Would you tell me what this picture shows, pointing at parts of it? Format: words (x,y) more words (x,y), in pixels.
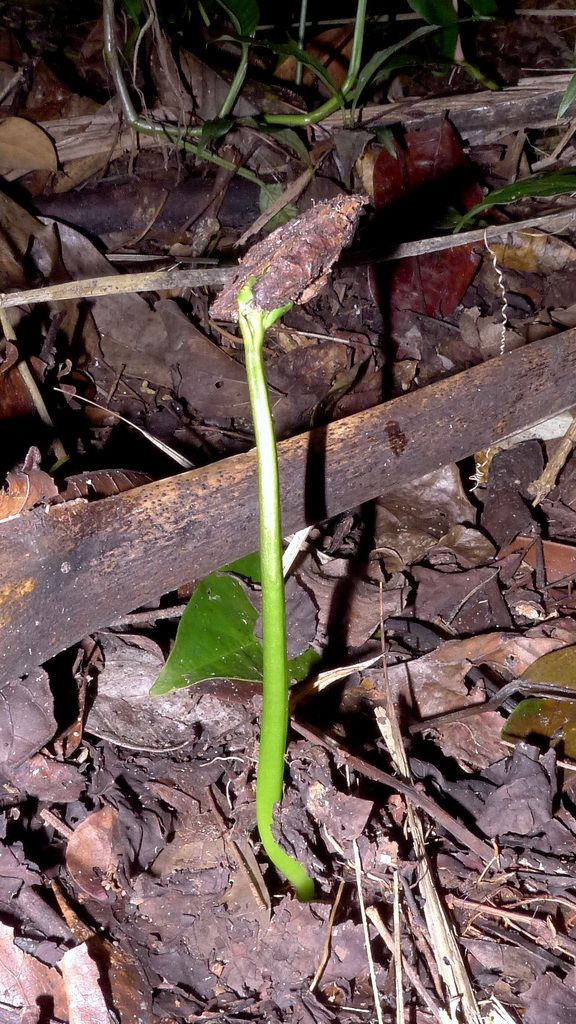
In this picture I can see small growing plant (268,743), beside that I can see the leaves (392,805) and wooden sticks (361,442).
